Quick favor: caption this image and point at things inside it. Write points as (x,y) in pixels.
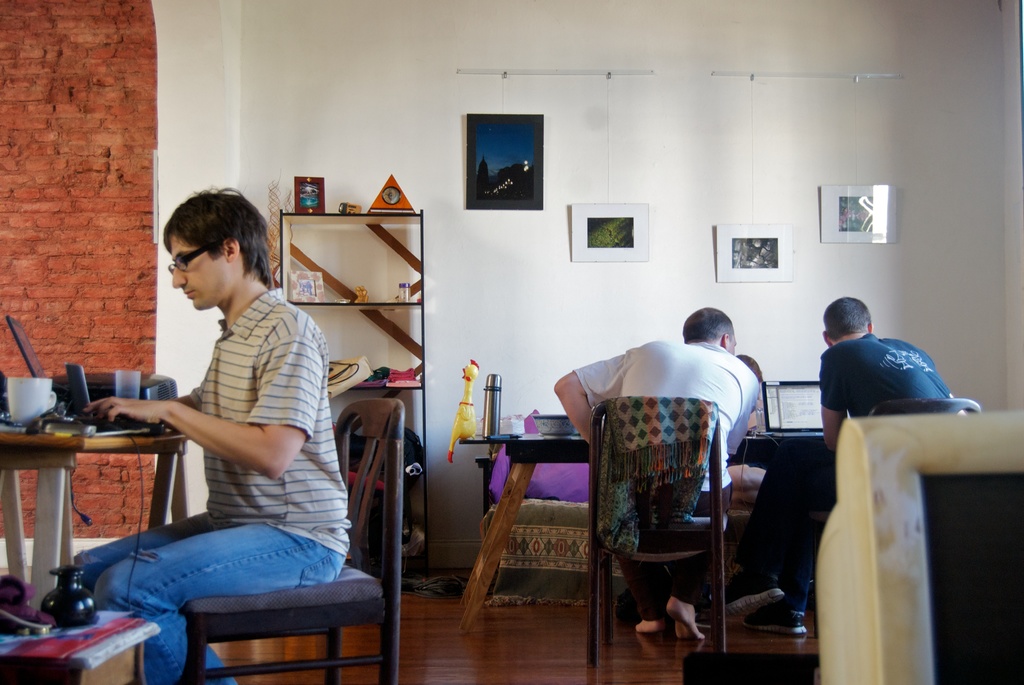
In the picture we can find four persons (607,370), one person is sitting on a chair (358,407) and doing something on the table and in the back side (636,350) we can find three people (690,329) sitting in the chairs (720,471) and working, background (602,334) we can find a wall (178,334), to side we can also find a brick wall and photos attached to the other wall (602,334).
